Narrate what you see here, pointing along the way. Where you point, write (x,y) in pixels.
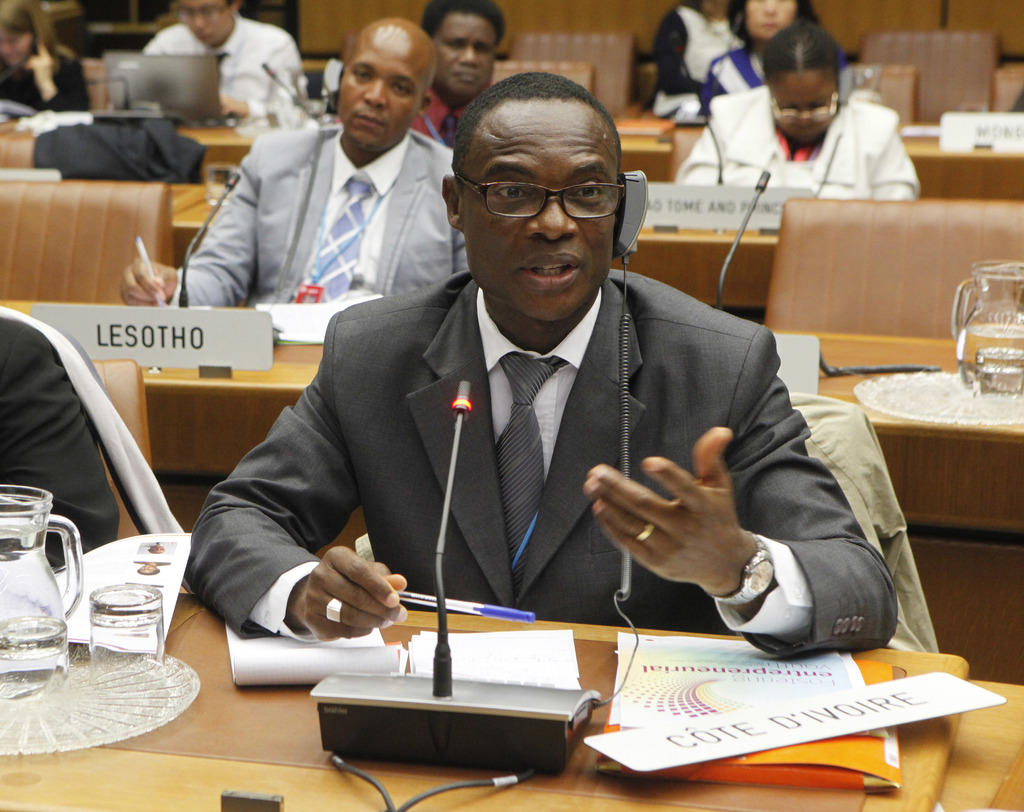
In this picture we can see some persons (489,282) are sitting on a chair (1018,231). In the background of the image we can see there are tables (450,617). On the tables (207,660) we can see screen (220,84), mics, boards (713,214), plates (958,386), jars (974,381), glasses (117,651), books (826,740), papers (532,642), pens (489,612) are there.
